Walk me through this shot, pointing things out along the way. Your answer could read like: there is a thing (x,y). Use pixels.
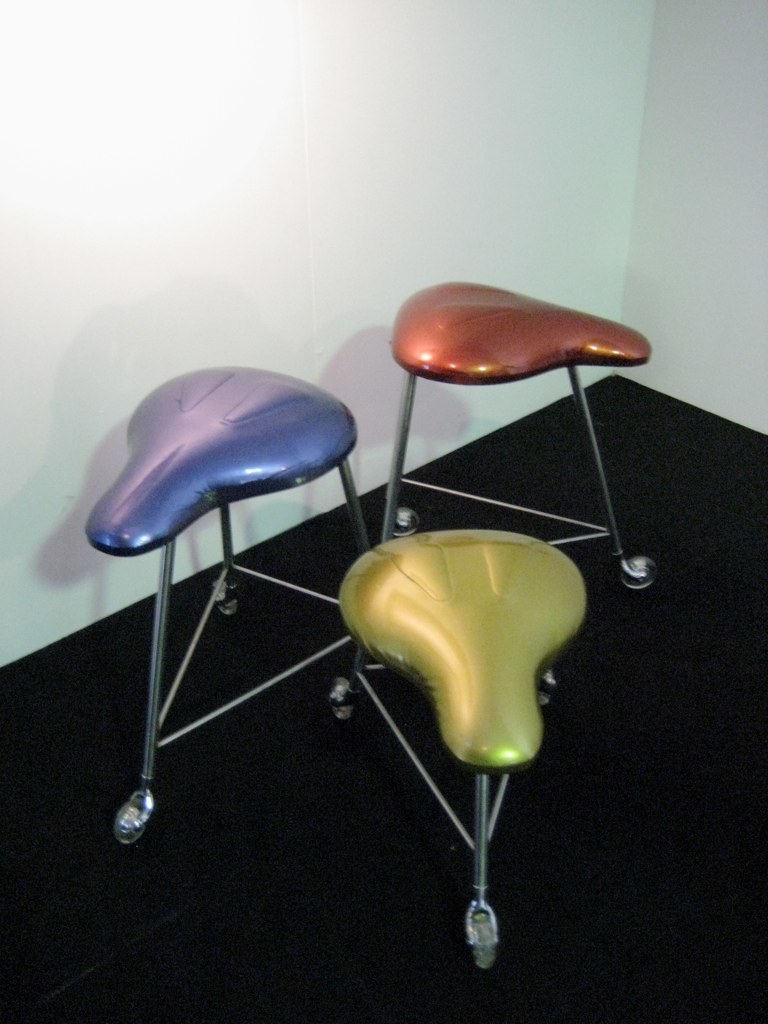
These are the three chairs (221,444) with the wheels (125,833) attached to it. The floor (613,636) is black in color. This is the wall (267,125).
